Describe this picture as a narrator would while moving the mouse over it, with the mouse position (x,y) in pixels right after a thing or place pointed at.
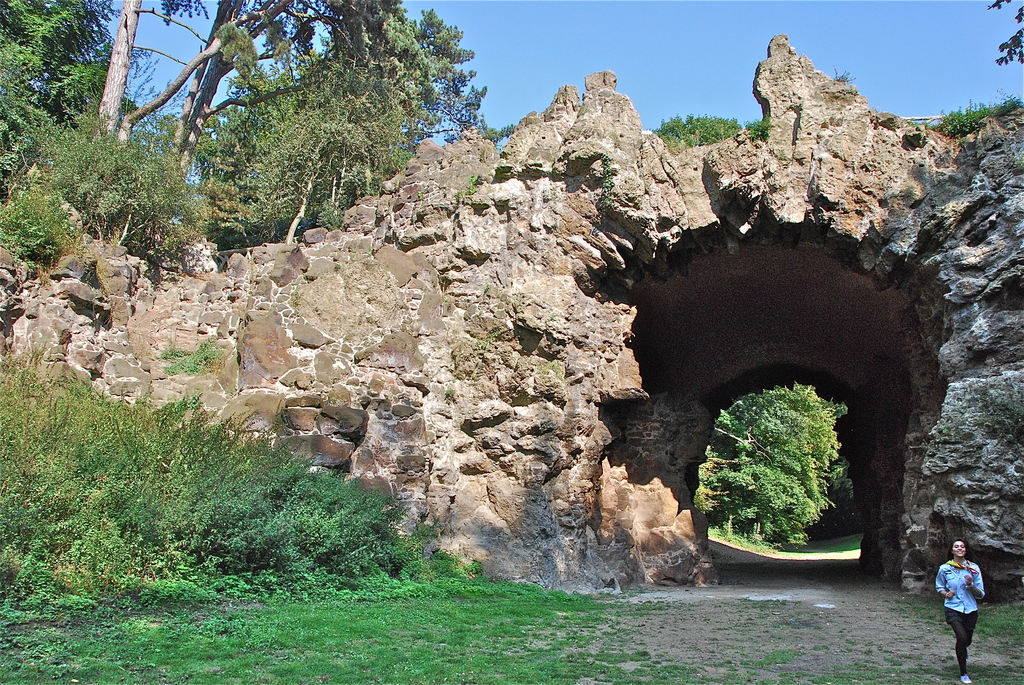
This looks like a cave (861,183) with an arch (960,368). Here is the woman (962,601) running. These are the trees (391,61) and the plants (272,527). This is the grass (455,633).
